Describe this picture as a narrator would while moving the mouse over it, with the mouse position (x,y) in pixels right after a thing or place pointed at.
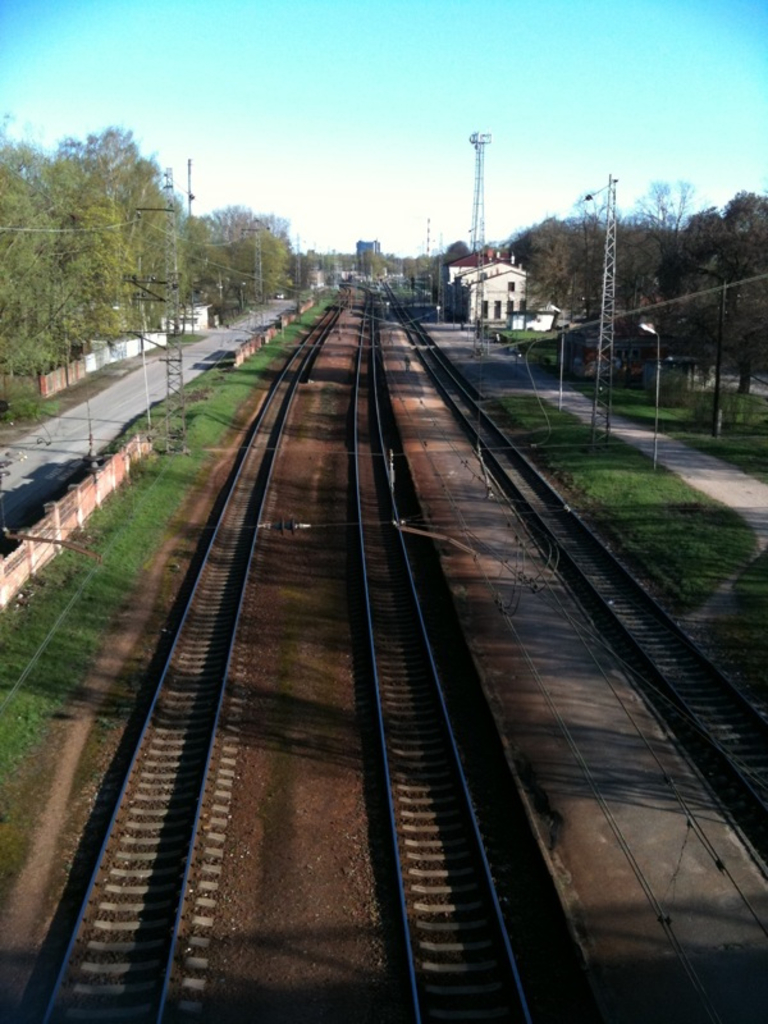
In this image I can see few trees (709,285), railway tracks (601,552), fencing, towers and light poles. The sky (338,121) is in white and blue color.
